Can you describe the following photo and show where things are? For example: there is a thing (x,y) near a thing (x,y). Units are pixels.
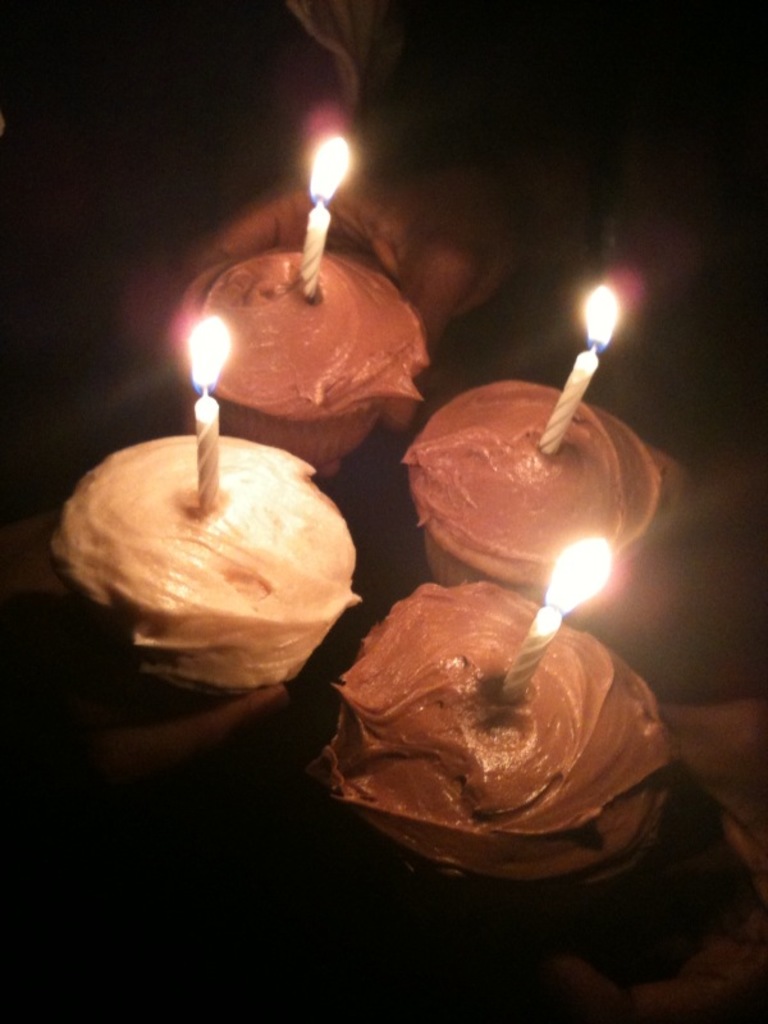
In this picture we can see few candles (206,466) and food (396,607).
